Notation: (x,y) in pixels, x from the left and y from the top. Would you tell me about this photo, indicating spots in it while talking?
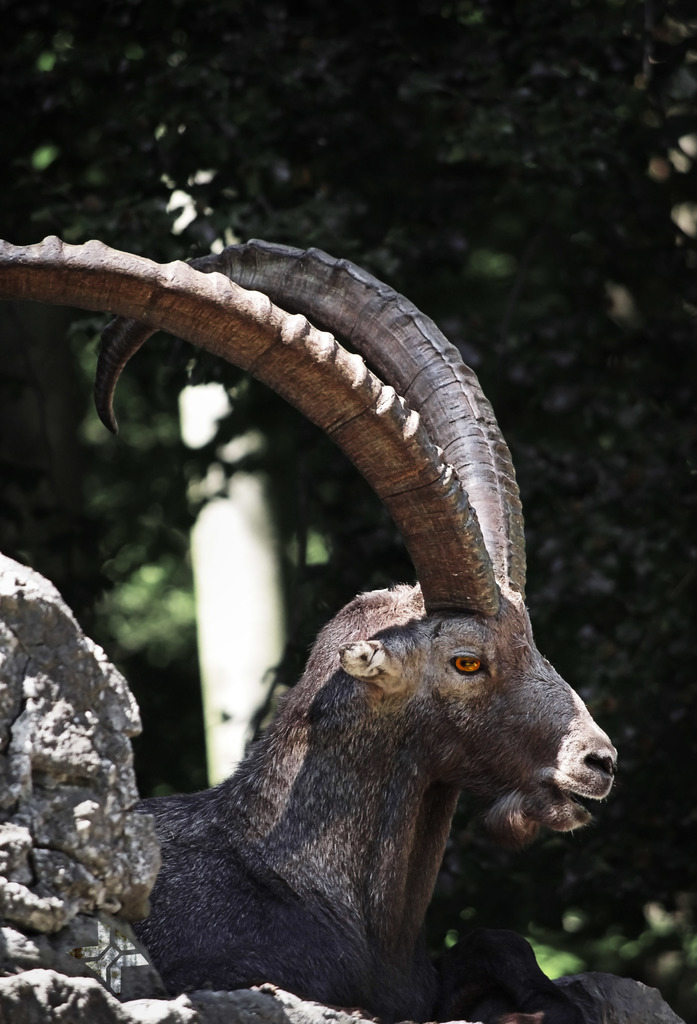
In this image we can see an animal (309,746) and there is a rock (21,670) and in the background (643,718), we can see few trees (542,232) and there is an object (242,559) which looks like a pole (242,559).
